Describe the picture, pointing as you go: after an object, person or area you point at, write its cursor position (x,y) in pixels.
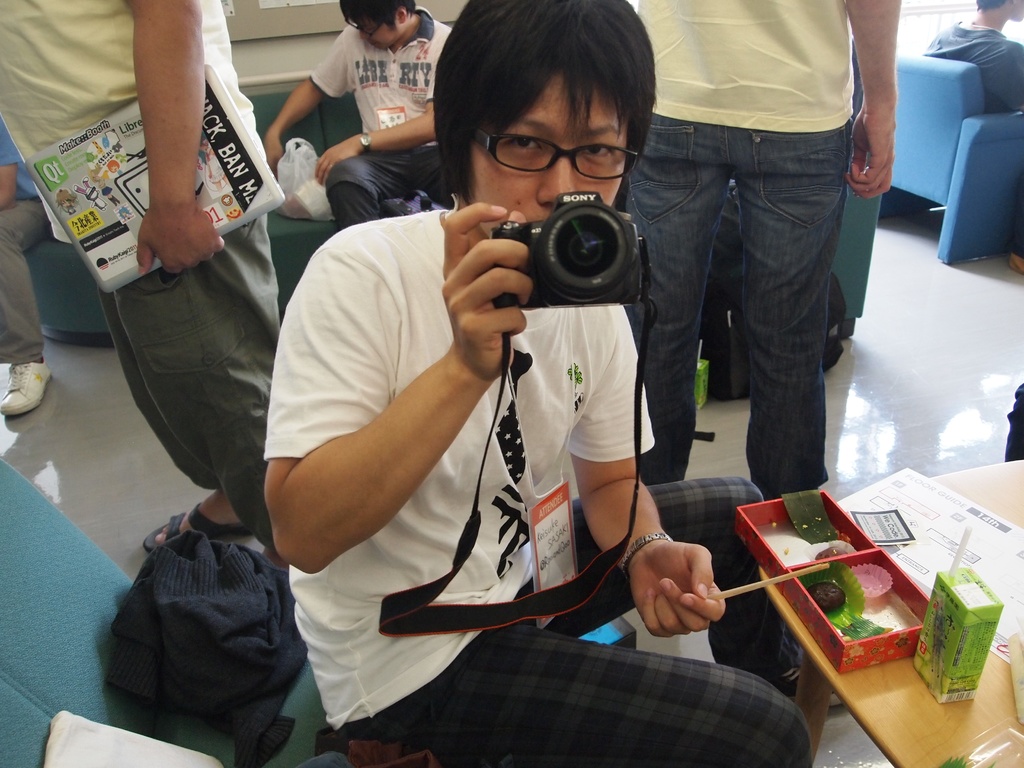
In this picture we can see a man (544,149) who is holding a camera (553,271) with his hand (496,281). He has spectacles (522,157). This is floor (903,345) and there is a table (846,546). On the table (892,691) there is a box (852,568) and a paper (956,534). On the background (404,22) we can see some persons (755,179). And this is chair (963,150).
